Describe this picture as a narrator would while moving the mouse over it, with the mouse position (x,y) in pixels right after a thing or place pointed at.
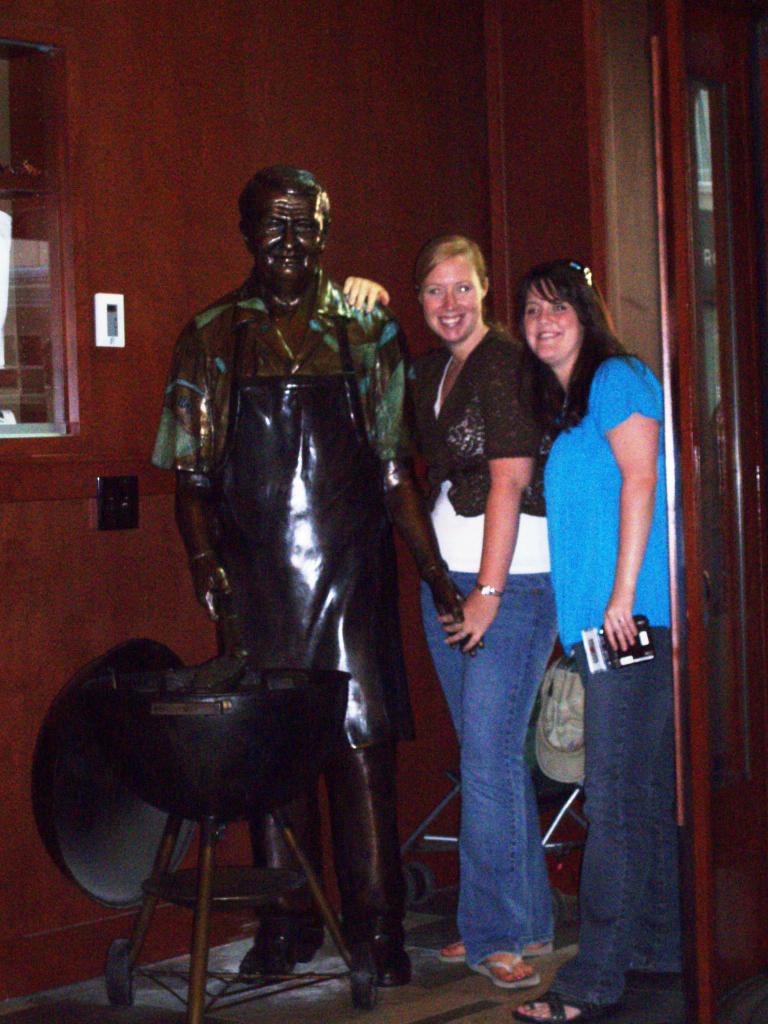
In the center of a picture there are two women (478,511) near a statue (286,471). On the left (215,697) there is a bowl like object (203,701) and window (47,225) at the top (52,72). On the right (686,204) it is door (763,578). In the background (379,85) it is brown wooden wall (377,92).
